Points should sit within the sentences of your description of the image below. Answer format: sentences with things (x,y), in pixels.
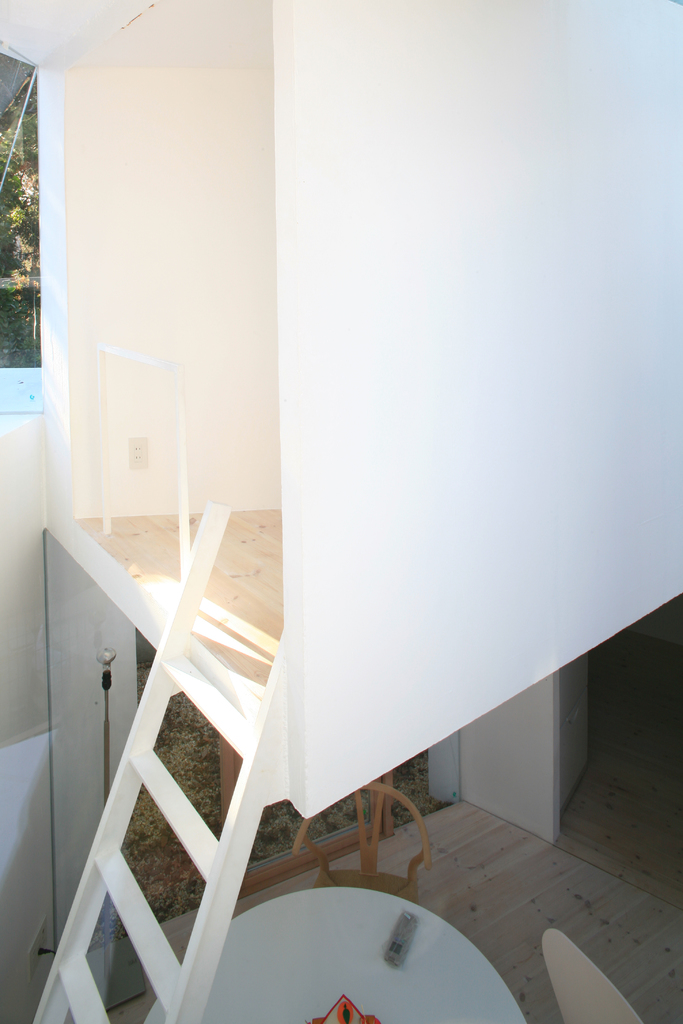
In this image in the center (252,532) there is a ladder (199,865) which is white in colour and there is a shelf (253,521). On the ground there is an empty chair (356,870) and there is a table (328,958), on the table (371,944) there is a remote (408,936) and there are trees (14,194) in the background (12,160).
